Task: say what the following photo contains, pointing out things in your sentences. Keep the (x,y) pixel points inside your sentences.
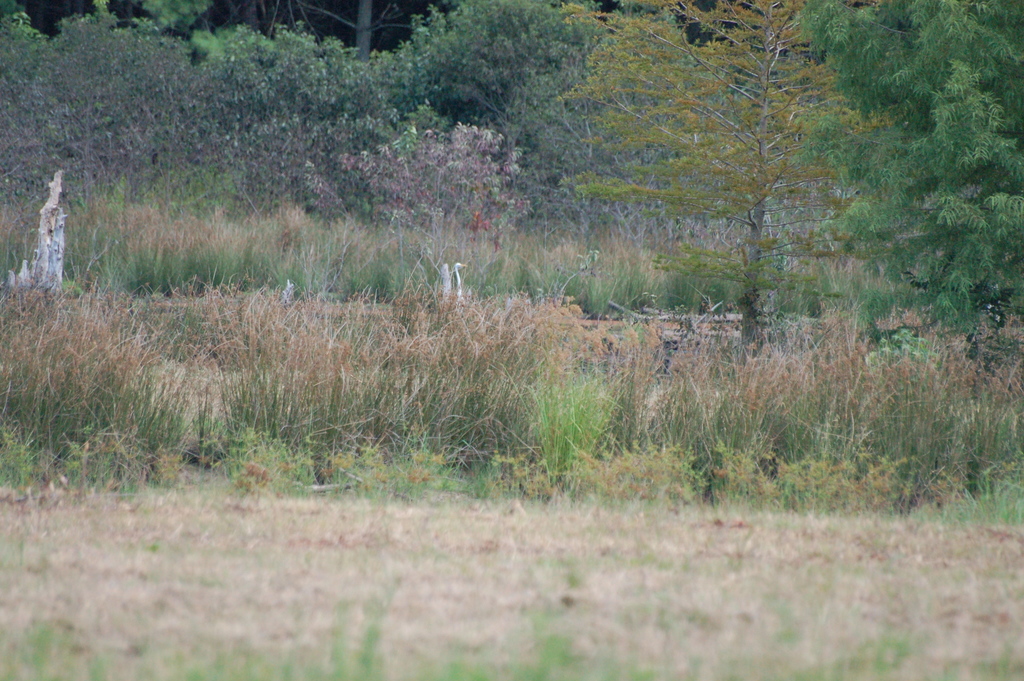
In the picture we can see a grassy surface (955,603) near to it, we can see some plants (186,246), grass plants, trees (929,74), and bushes (342,102).
